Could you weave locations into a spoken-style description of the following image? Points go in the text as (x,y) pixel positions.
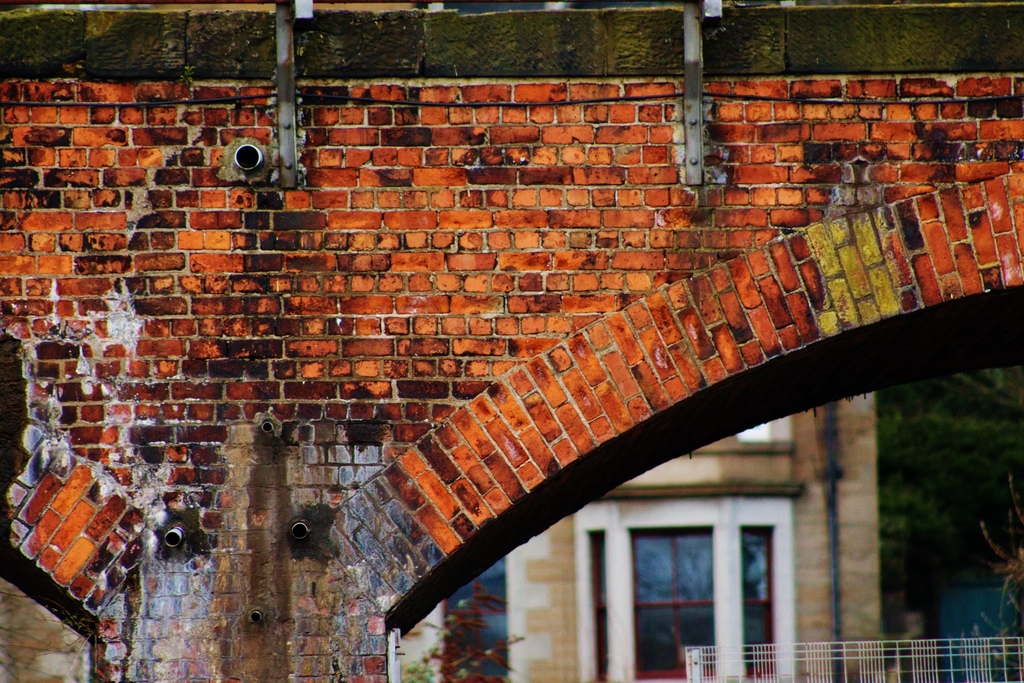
In this image I can see there is an arch (639,187). And there are rods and pipes (257,148) attached to the arch (580,301). And at the back (829,483) there is a building (838,454) and trees (899,467). And in front of the building (692,559) there is a fence (908,641).
